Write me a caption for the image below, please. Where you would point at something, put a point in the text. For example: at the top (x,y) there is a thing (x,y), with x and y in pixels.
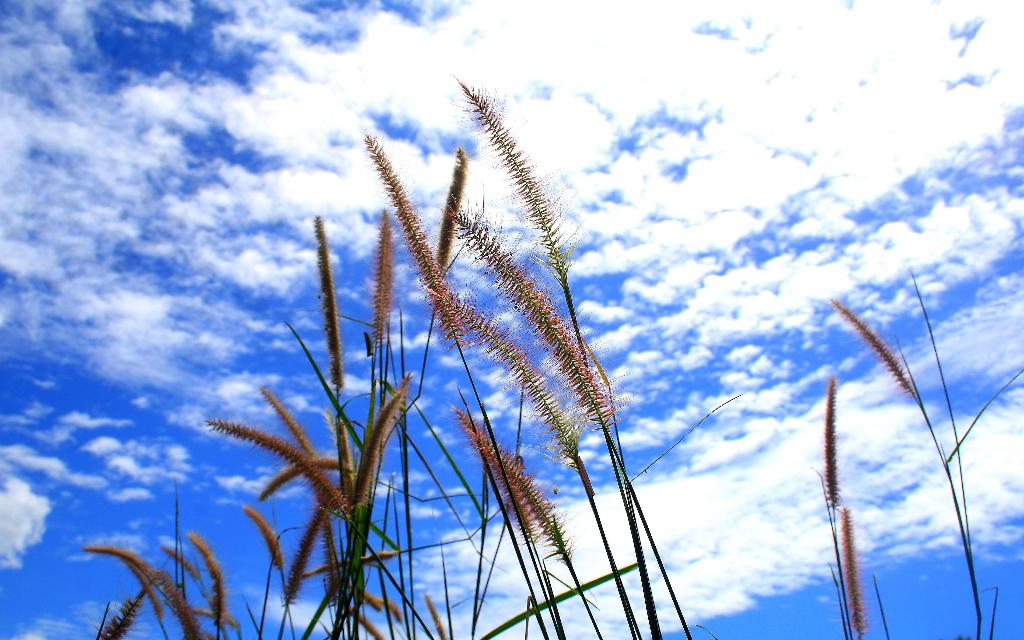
In this picture I can see the grass (996,608). In the background (961,416) I can see the sky (651,311) and clouds (587,305).
